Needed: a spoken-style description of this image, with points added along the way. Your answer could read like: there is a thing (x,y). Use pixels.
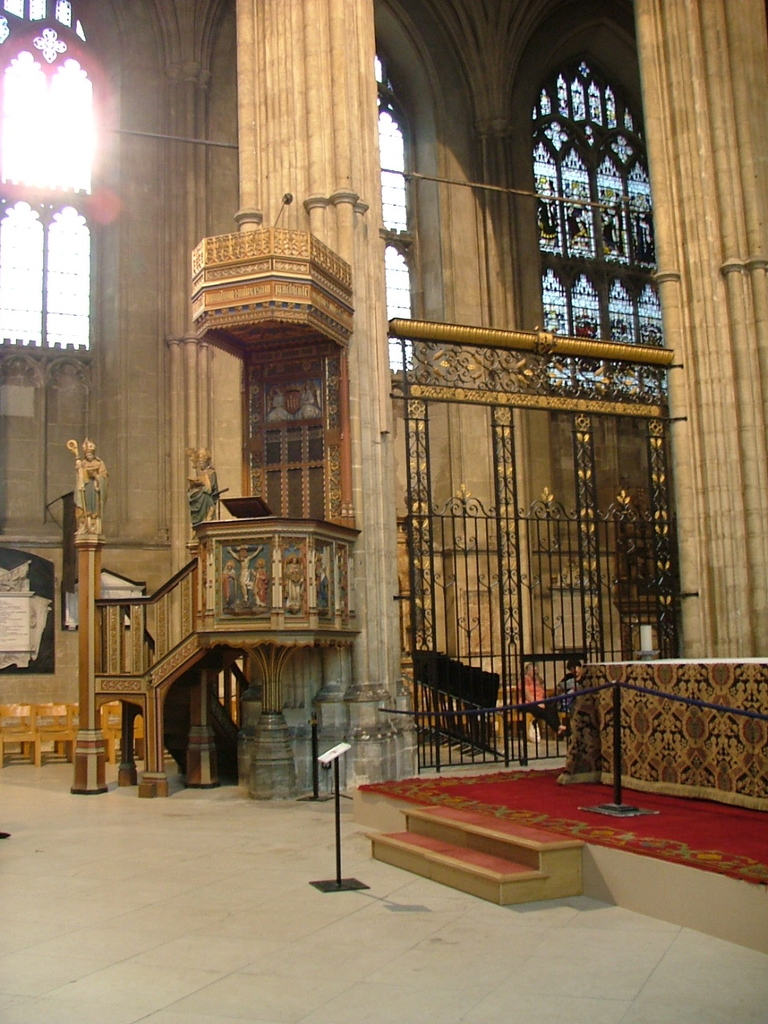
In this image I can see the ground (170,909), few black colored poles (616,722), two stairs (530,841), the railing (505,622), two huge pillars (384,565) and few benches (51,715) which are brown in color. In the background (134,291) I can see the wall (112,361), few windows (57,326) and through the windows (85,274) I can see the sky (85,274).
